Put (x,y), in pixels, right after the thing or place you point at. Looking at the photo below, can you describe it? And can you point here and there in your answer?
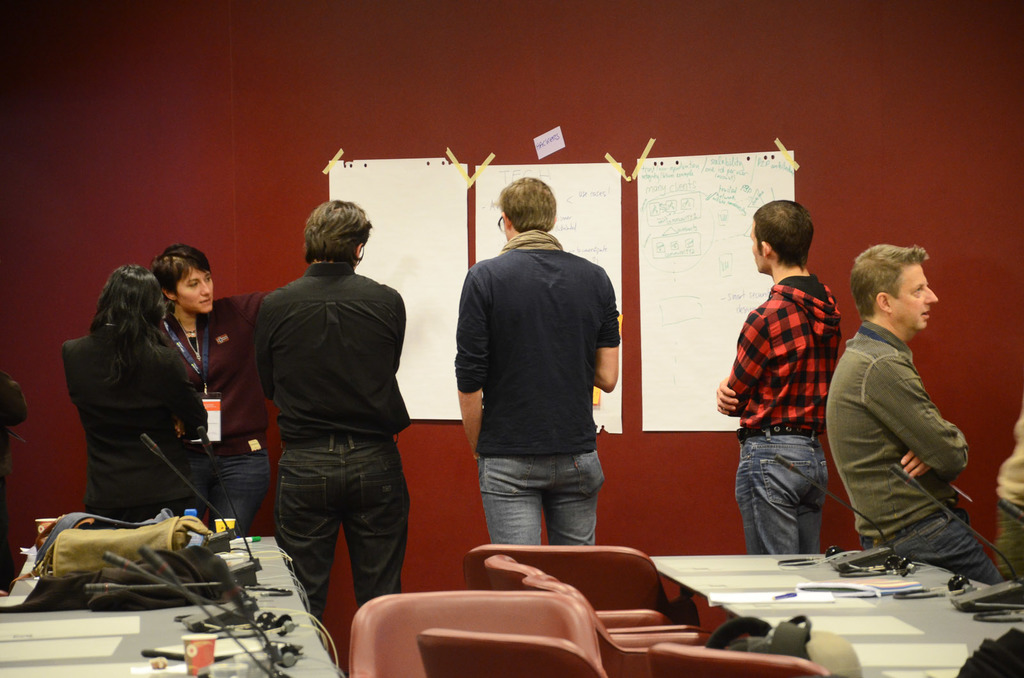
There are few people (238,357) standing. These are the empty chairs (504,581). I can see charts (490,193) attached to the wall (681,113). These are the tables (283,639). I can see a bag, mikes (167,572), cup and few other things (151,572) placed on the table (171,629). Here is another bag (750,625) which is kept on the chair (726,650). The background (178,142) is maroon in color.
